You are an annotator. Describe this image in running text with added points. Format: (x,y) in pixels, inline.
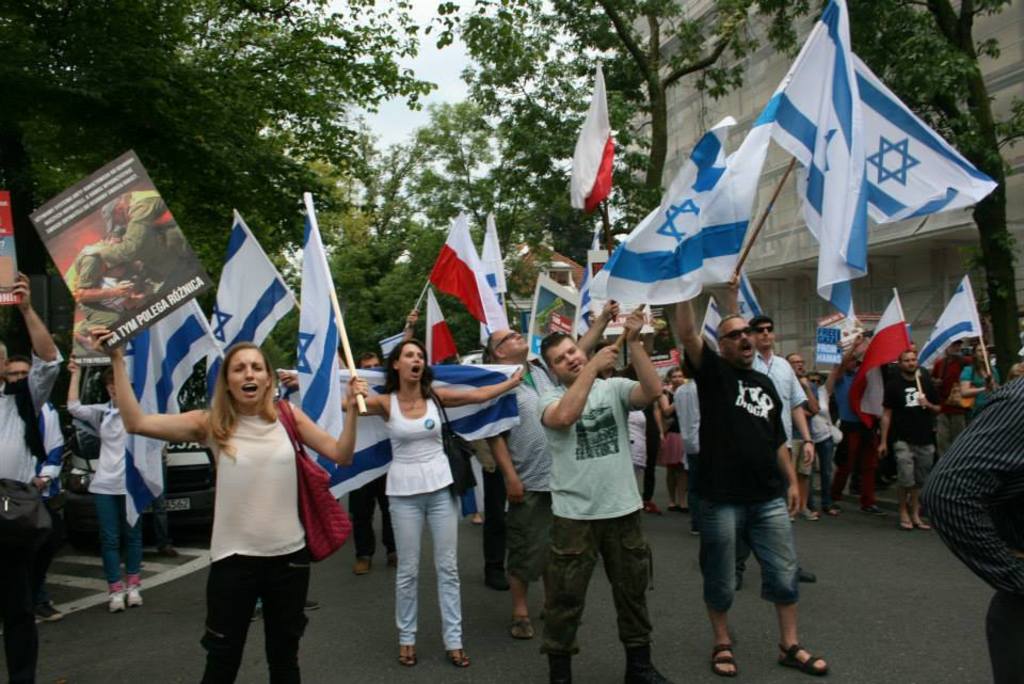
In this picture there is a group of men and women (259,421), standing on the street (377,539) holding the white and blue color flag (848,132) in the hand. In the front (118,190) there is a girl (264,501) holding the poster (174,255). Behind there are some trees (540,92) and white color building wall (767,75).
